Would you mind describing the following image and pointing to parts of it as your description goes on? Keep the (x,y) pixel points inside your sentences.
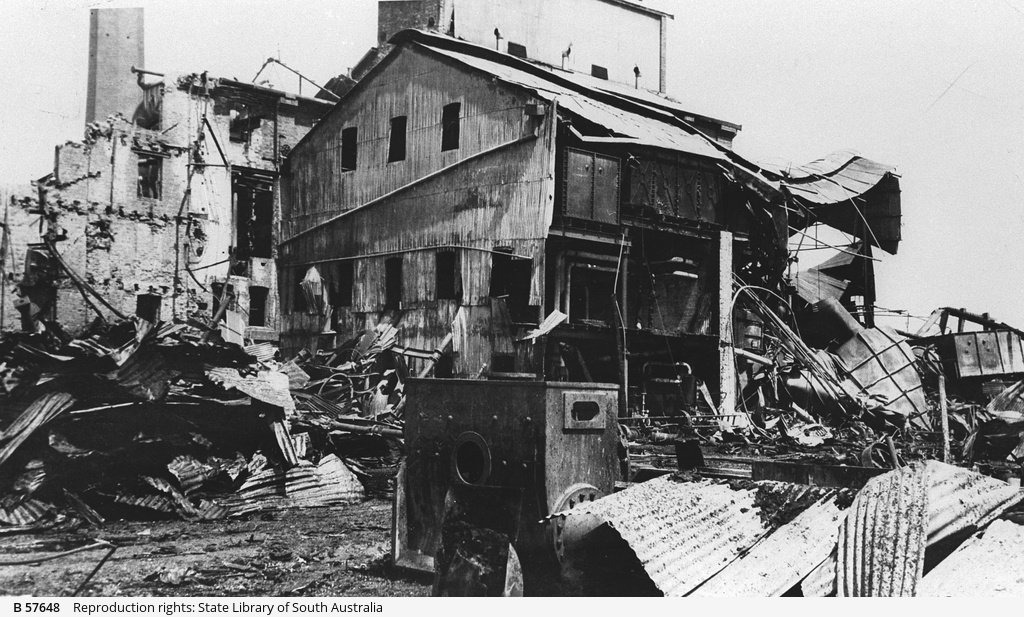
This is a black and white image, which consists of destroyed buildings (642,334) and in front of it there are scrap (400,407).
